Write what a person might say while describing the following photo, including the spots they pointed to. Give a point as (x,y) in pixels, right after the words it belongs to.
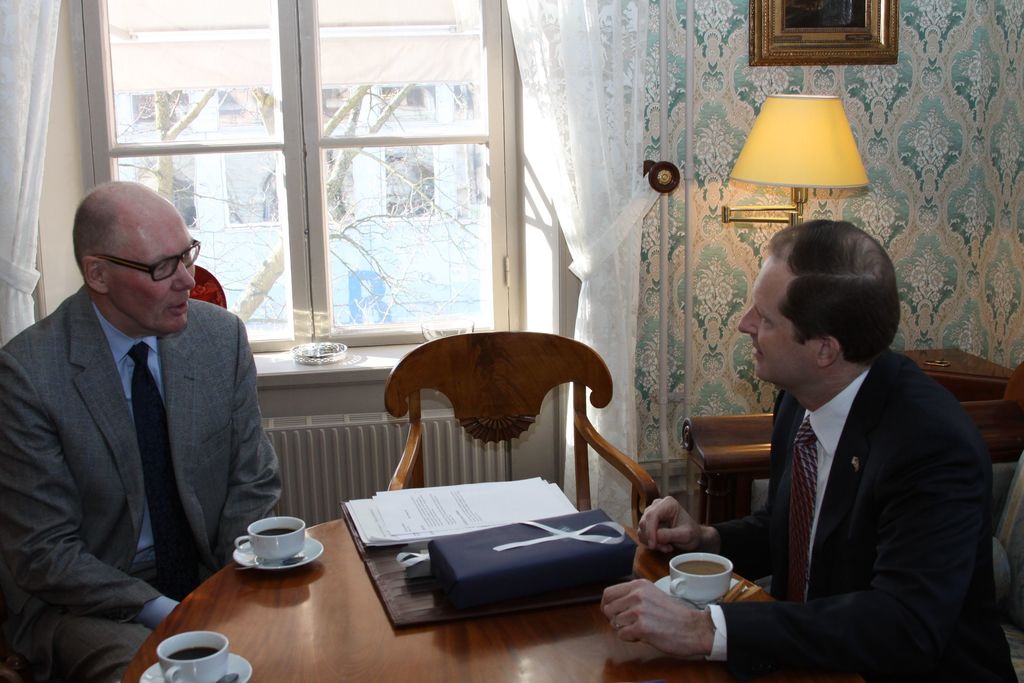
There are two people (203,475) sitting on the chairs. This is a table (354,645) with a file (394,570), cup (296,534) and saucer (246,555) placed on the table (415,674). This is the lamp (781,116). This is the photo frame (857,26) attached to the wall (949,114). This is a window (303,159) with curtains (565,219) hanging.
